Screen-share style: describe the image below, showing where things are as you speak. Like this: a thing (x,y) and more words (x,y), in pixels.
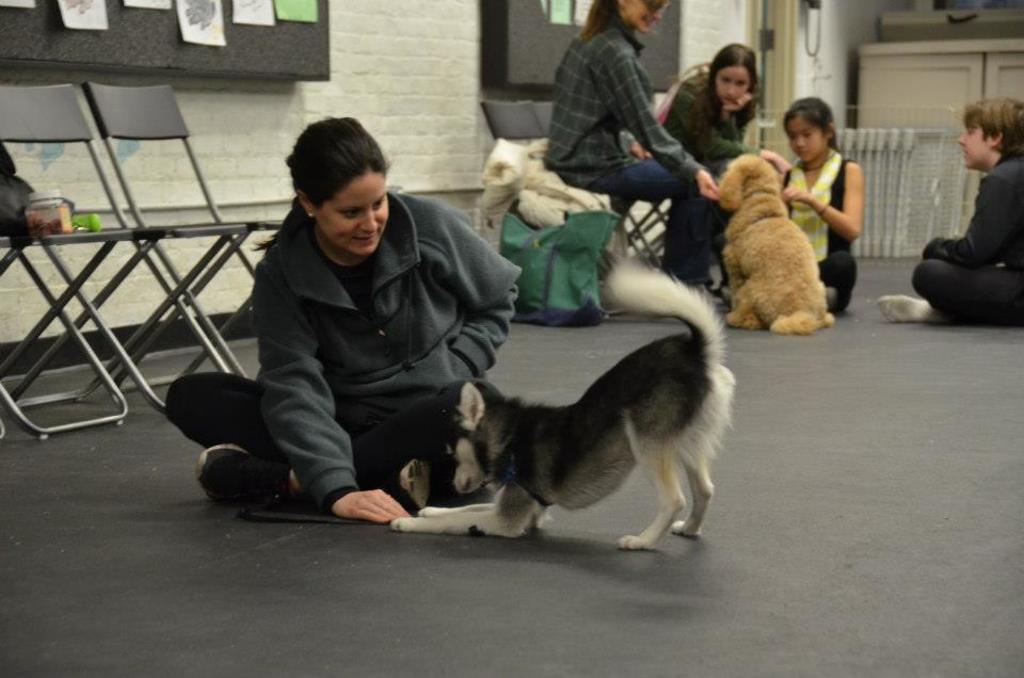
In this image I can see few people (787,162) and two dogs (656,366). I can also see a bag (521,234) and few chairs (225,236).
